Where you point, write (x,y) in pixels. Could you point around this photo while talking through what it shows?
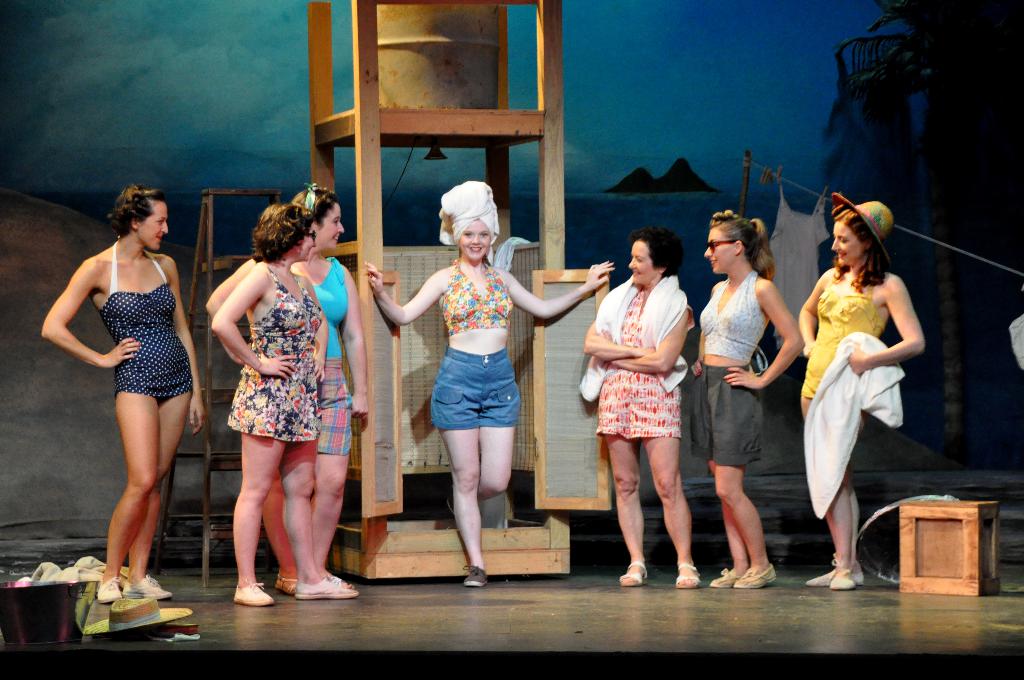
In this image I can see number of women (314,369) are standing on the stage (493,594) which is black in color and on the stage (459,626) I can see few clothes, a hat (123,606), a wooden box (905,536) and a wooden structure (555,254) and I can see a ladder (210,442) on the stage (211,574). In the background (133,15) I can see a huge banner (43,250) in which I can see some water (631,201), few mountains (615,182) and the sky (653,93).
